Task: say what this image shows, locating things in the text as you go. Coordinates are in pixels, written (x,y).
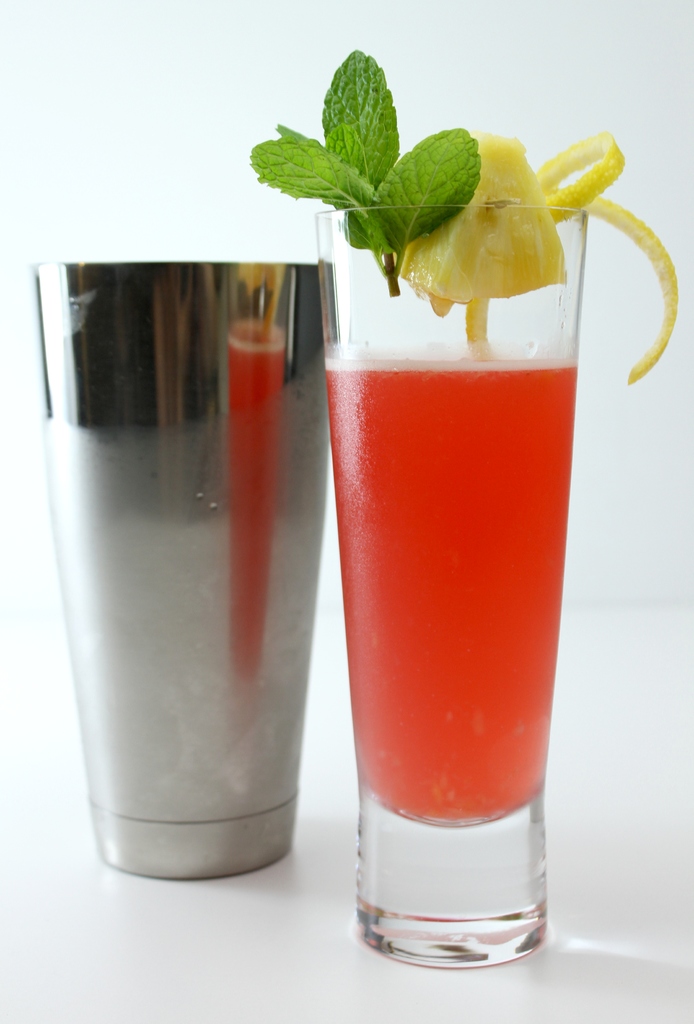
In this image there are two glasses (361,645) on the floor (615,832), there is drink (400,435), there are leaves (388,180), there is a fruit (454,232), the background of the image (681,334) is white in color.
